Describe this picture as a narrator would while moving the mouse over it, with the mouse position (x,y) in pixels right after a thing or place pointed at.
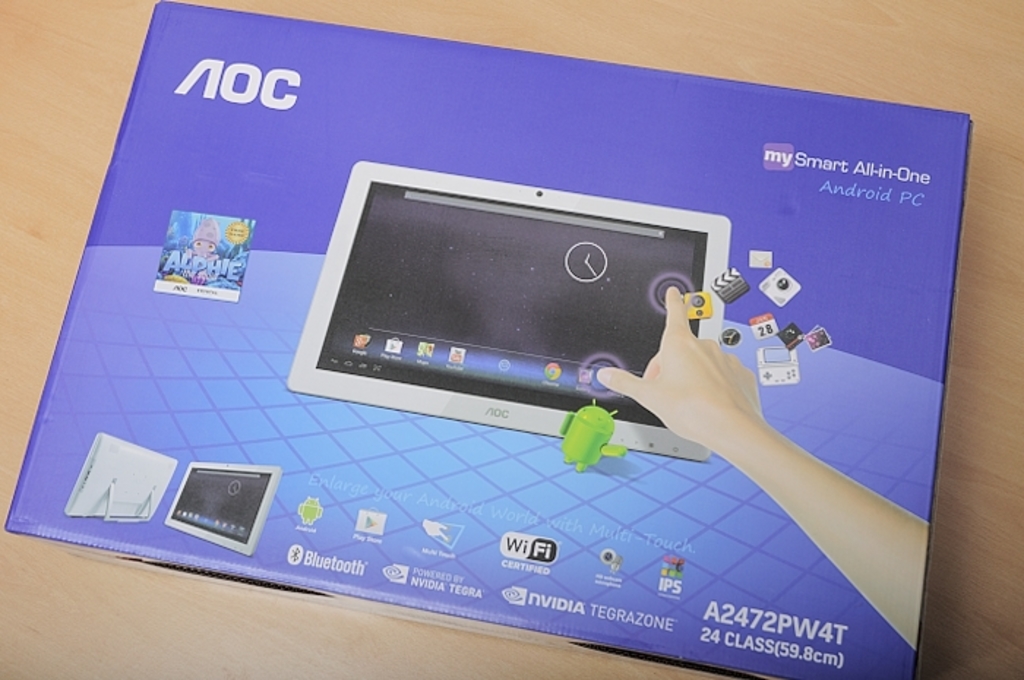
In the image we can see there is a box (434,347) kept on the table (63,628). On the box (556,328) there is a picture (459,378) of an ipad (459,378) and there is a hand (708,397) of a person (677,304) touching the screen (661,295) of the ipad (528,352). It's written ¨AOC¨.
